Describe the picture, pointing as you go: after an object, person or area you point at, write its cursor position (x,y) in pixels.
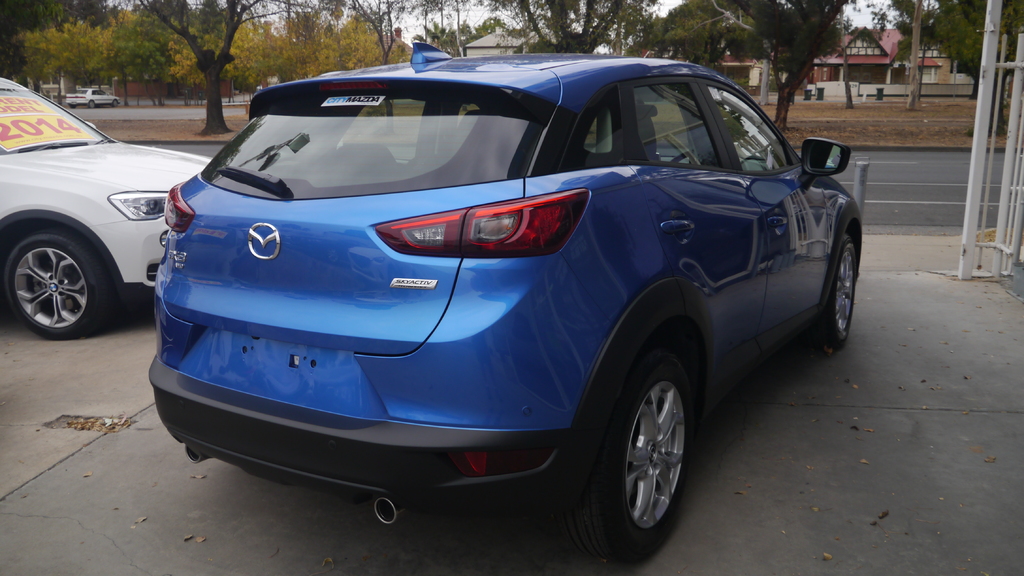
In this picture we can see some houses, cars (369,358) parked beside the road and there are some trees (717,59).
